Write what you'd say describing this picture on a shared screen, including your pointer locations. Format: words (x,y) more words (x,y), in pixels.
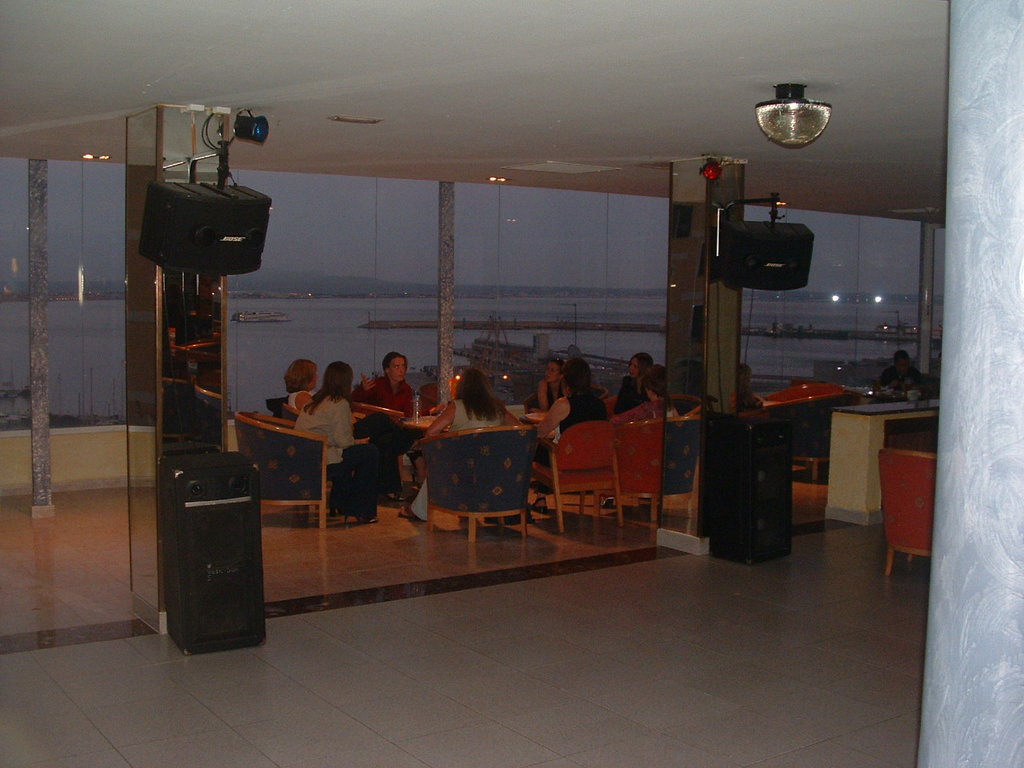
As we can see in the image there are water (353,334), few people (395,361) sitting on chairs (478,503), tables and white color tiles (522,657) over here.
